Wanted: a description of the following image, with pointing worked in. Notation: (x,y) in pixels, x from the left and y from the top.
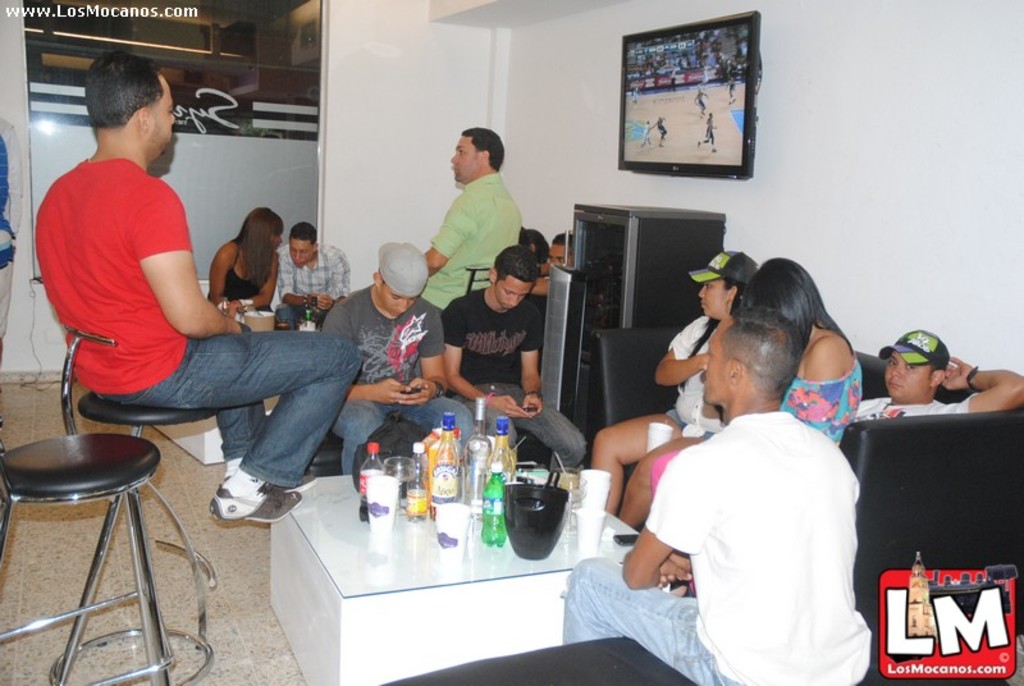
In this image there is a person (47,287) and chair (8,452) in the left corner (3,464). There are people (654,542), chairs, table (404,570) with bottles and other objects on it in the foreground (371,517). There is sofa (1011,485), people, a screen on the wall (964,285) and some text (962,673) in the right corner (719,100). There is wall (923,77), people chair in the background (351,191). And there is a floor (215,484) at the bottom (122,530).
